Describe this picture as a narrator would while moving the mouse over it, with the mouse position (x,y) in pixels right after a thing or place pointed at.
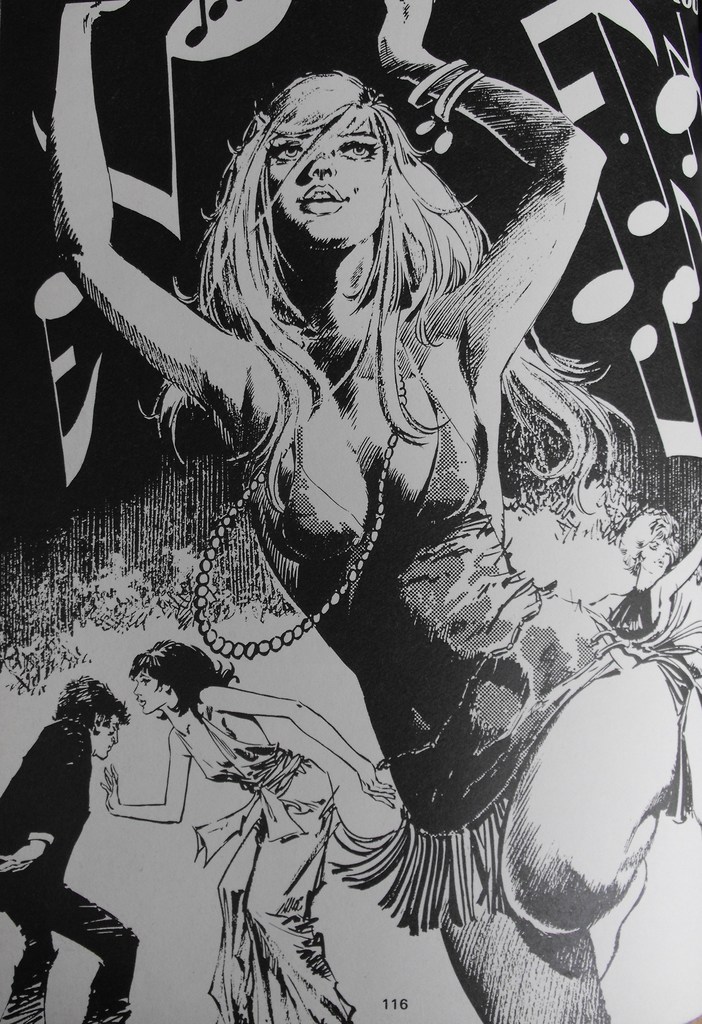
In this image there is a painting (357,580). On the painting (338,551) few people (364,566) are dancing. On the top (168,91) there are some musical notes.
